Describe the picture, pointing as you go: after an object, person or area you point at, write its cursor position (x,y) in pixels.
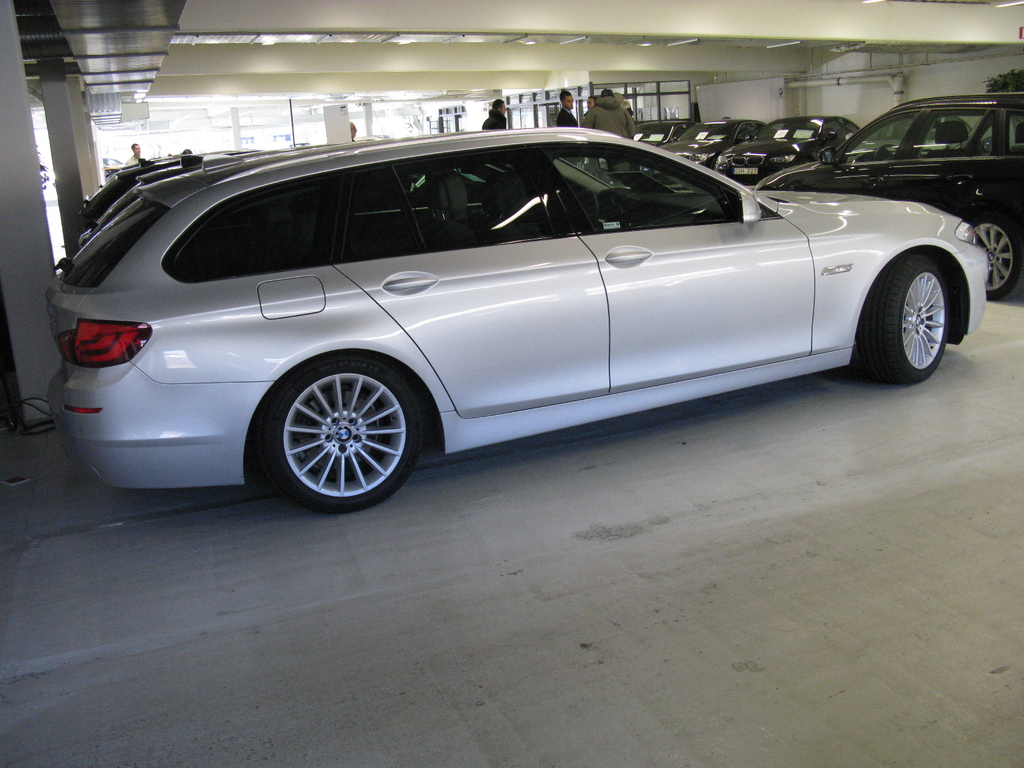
In the foreground of this image (483,352), there are cars (565,144) and persons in the basement (106,544) of a building (829,702).
